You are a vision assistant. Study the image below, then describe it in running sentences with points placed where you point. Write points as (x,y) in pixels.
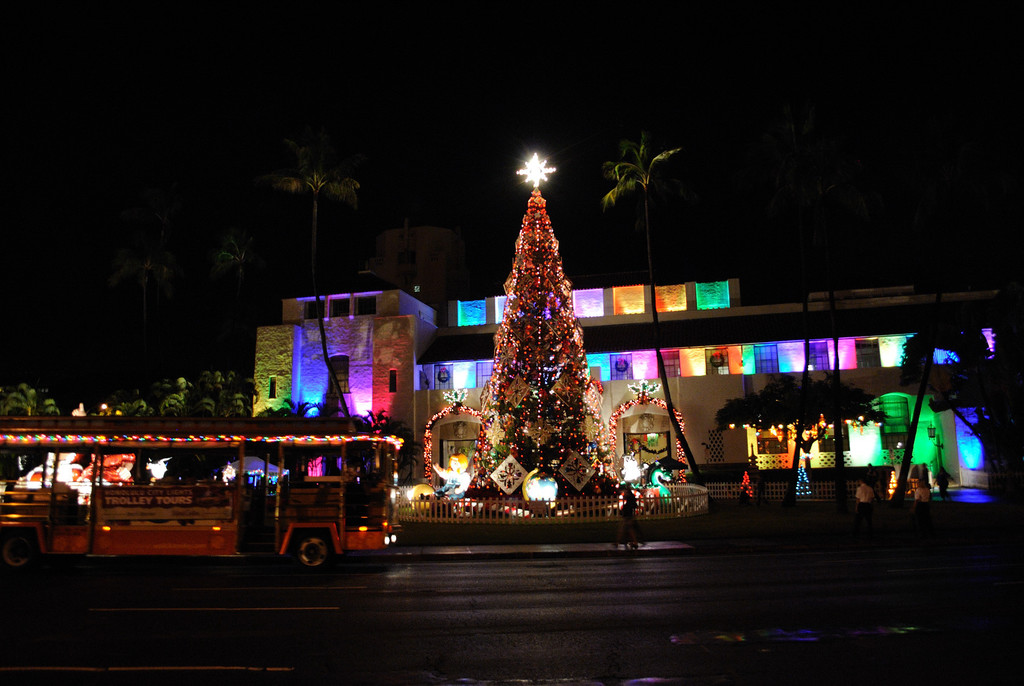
In this image there is a road (305,598) and the bus (326,534) is moving. In the middle (549,262) there is a tree (543,202) with the lights (522,458). There is a building (733,351) with the colorful lights (925,431) in the background (966,471). There are the trees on the left side (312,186) and there are two tall trees (320,175) in the middle (665,384). The sky (681,143) is dark.
